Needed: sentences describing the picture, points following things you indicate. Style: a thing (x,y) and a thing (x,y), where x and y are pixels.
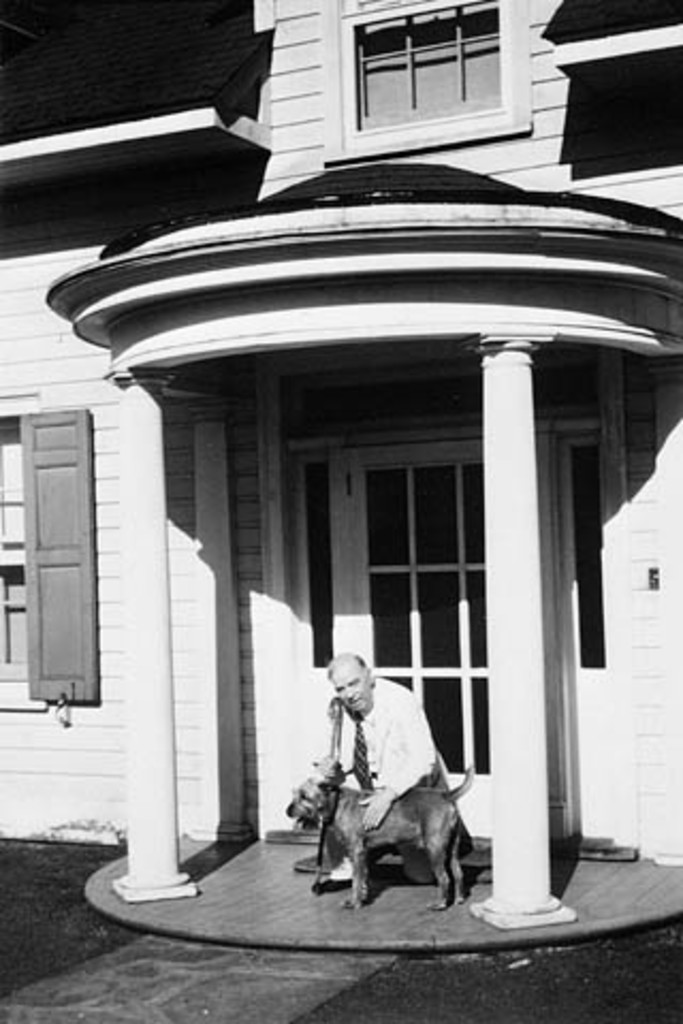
This is a black and white picture. On the background of the picture (282,91) we can see a building (308,53). Here we can see one man (441,766) behind a dog (381,834). This is a window (96,669). This is a door (430,611).
